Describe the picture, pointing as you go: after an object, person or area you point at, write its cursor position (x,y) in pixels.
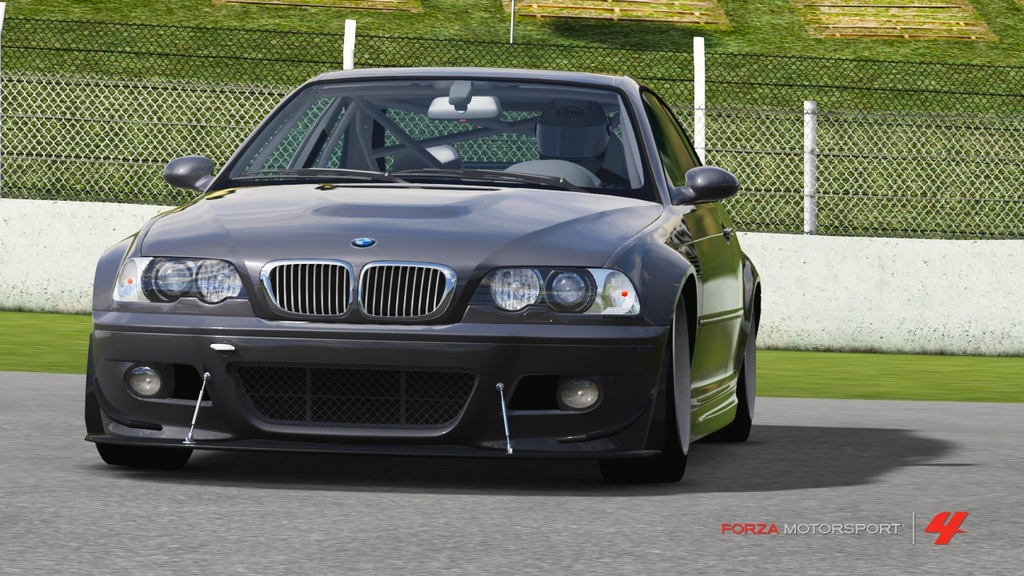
In this image there is a road (349,501) at the bottom (670,561). There is a vehicle (718,237) in the foreground (402,378). There is grass (848,379), wall (803,337) and mesh (59,63) in the background (59,63).
